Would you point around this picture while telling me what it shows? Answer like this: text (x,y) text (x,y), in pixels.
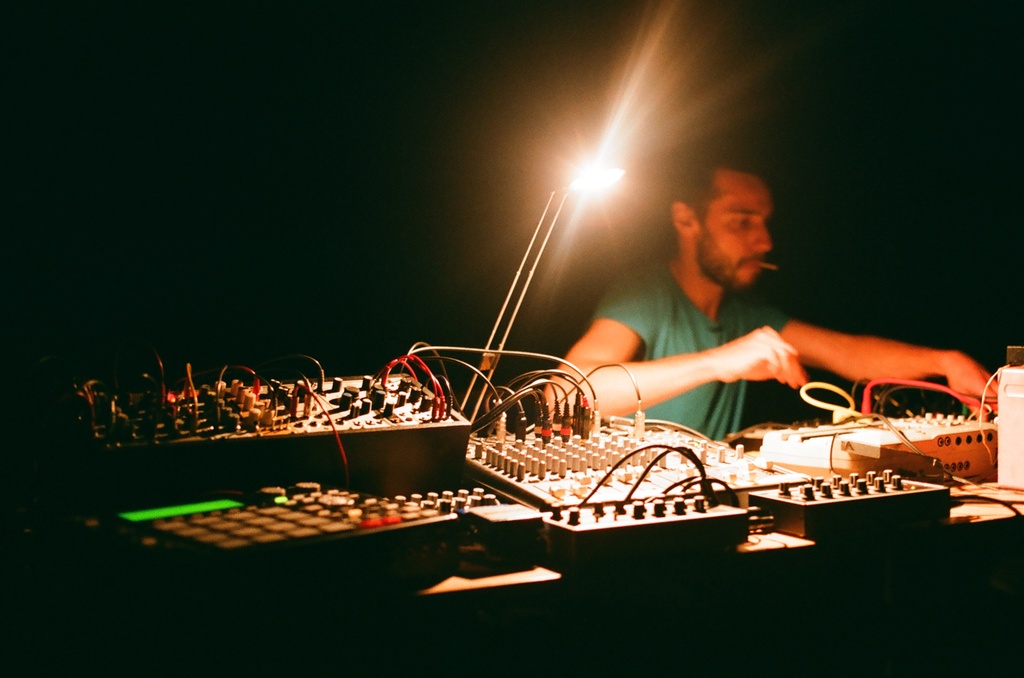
In this picture we can see a man (635,350). In front of the man (699,371), there are some machines (472,453) and cables (870,416). Behind the man (605,363), there is light (587,201) and the dark background (861,130).
